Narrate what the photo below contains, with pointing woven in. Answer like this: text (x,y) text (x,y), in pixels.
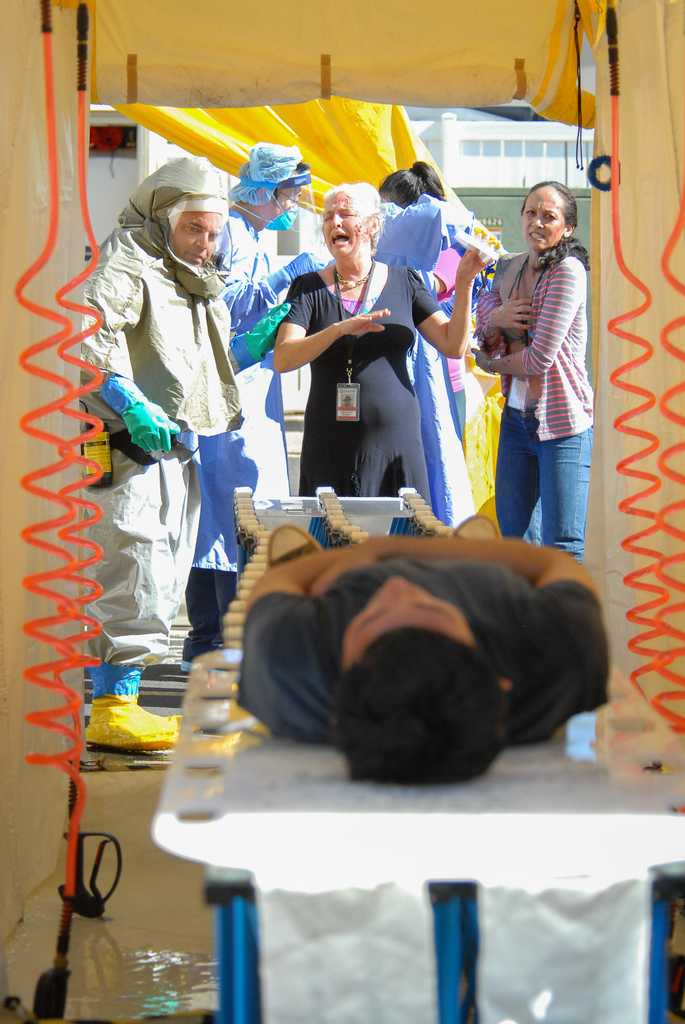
In this image, we can see people (308,307) and some are wearing id cards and there are people (126,335) wearing costumes (199,339) and gloves (249,340) and we can see a person (370,675) lying on the stand (345,848) and there is a building (479,154), a tent (317,178), pipes (101,661) and some other objects (94,910).
